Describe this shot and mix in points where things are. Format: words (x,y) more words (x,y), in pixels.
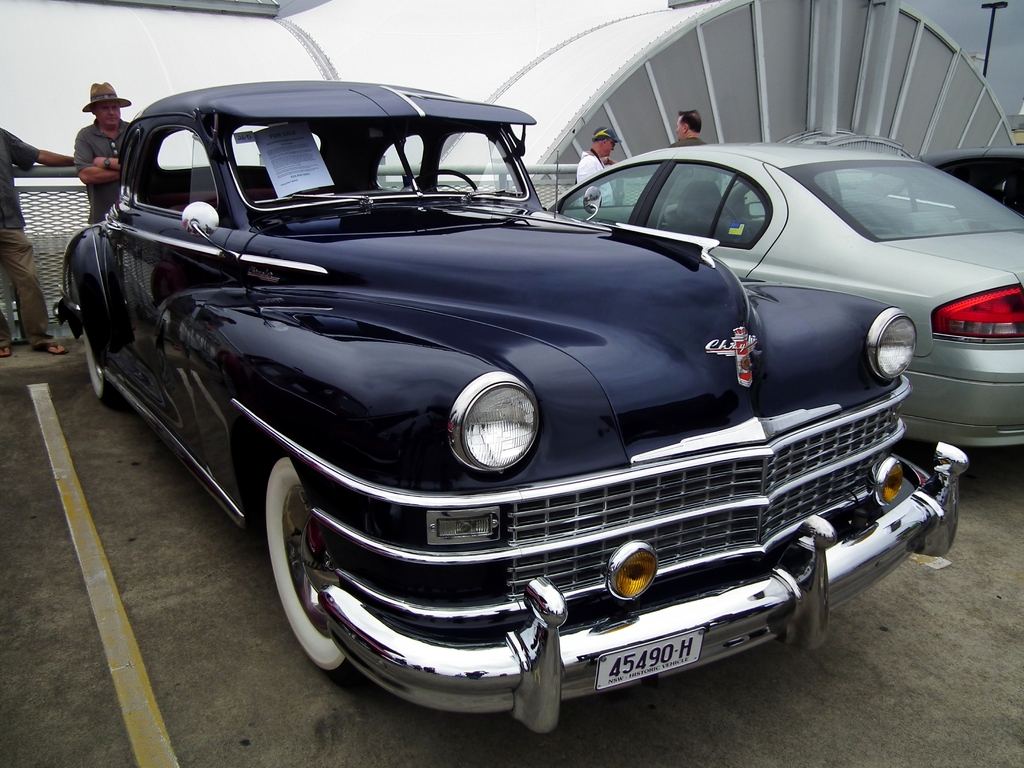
In this image there are two cars (600,297) parked in the parking lot (55,568) in front of a building (702,98), behind the cars (510,357) there are a few people (93,152) standing.
